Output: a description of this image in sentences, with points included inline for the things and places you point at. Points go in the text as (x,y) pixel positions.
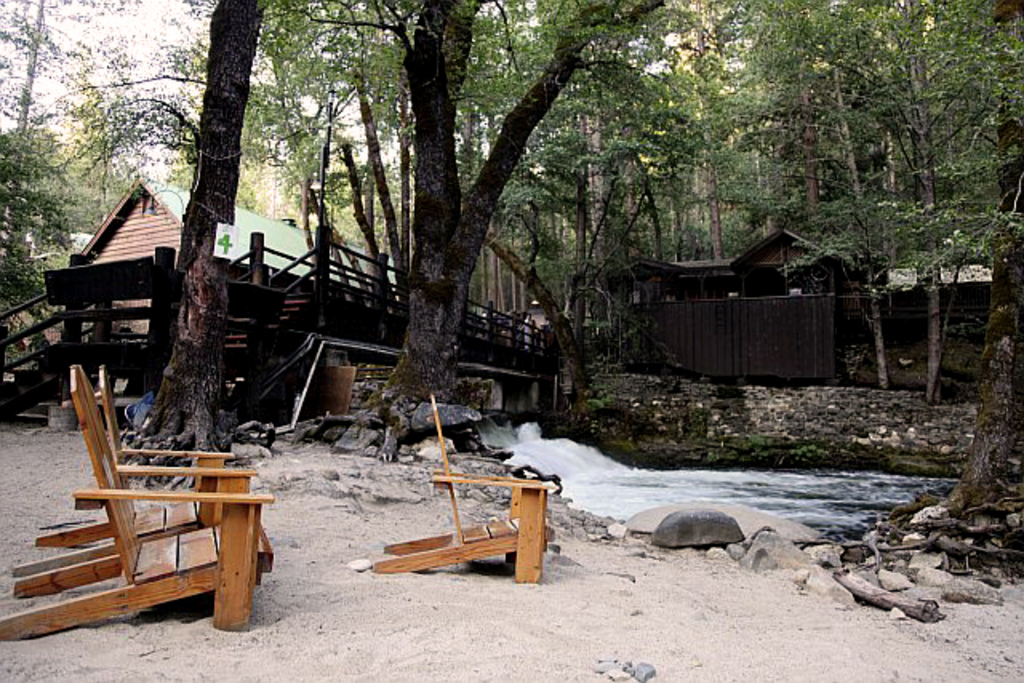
This image consists of a house (239,252). Beside which there is a bridge (308,338). In the front (536,544), there are three chairs (131,451) made up of wood (211,563). At the bottom (510,618), there is sand (742,631). To the right (695,476), there is water (603,465) flowing. In the background (686,148), there are many trees (717,140).
